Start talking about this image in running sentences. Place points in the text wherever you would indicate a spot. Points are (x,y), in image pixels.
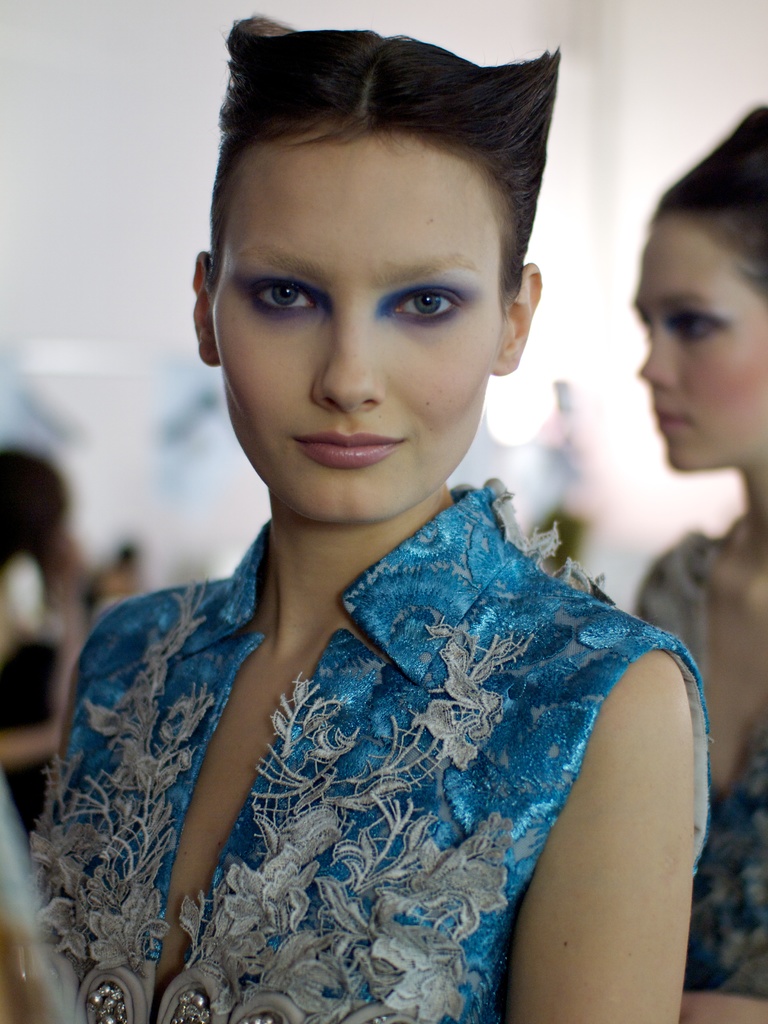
In this picture we can see a woman (288,737) in the blue dress (288,737) and behind the woman (280,733) there is a blurred background (579,421).
